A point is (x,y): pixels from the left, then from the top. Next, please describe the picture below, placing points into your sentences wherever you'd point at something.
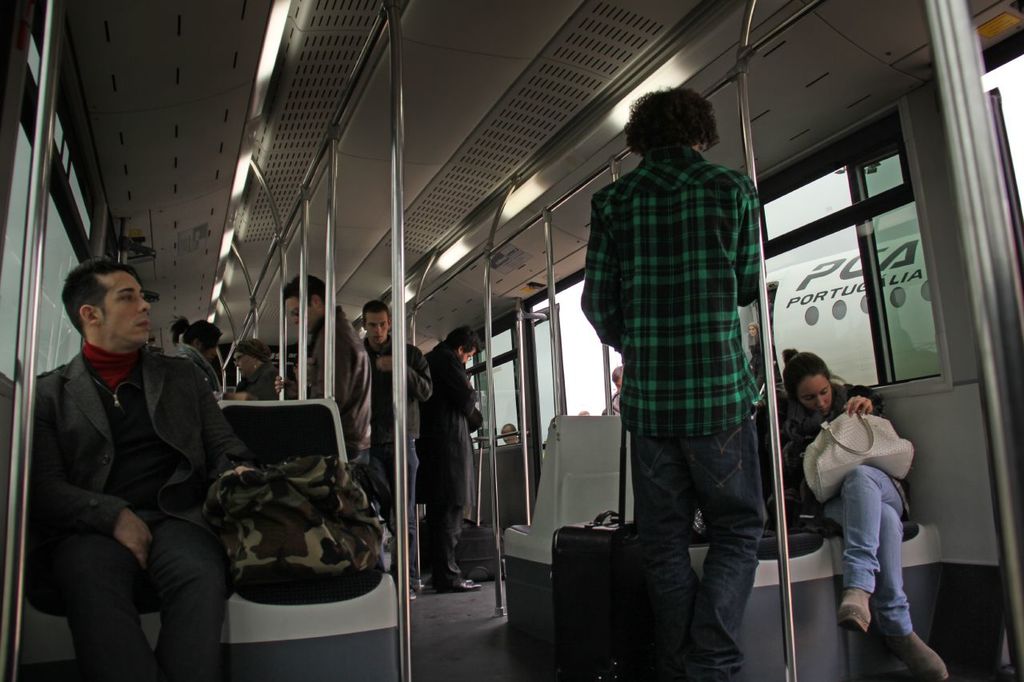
This is the inside picture of the bus (972,572). In this image there are a few people (865,472) sitting on the chairs (512,541) and some other people (389,460) are standing in the bus (475,620).
